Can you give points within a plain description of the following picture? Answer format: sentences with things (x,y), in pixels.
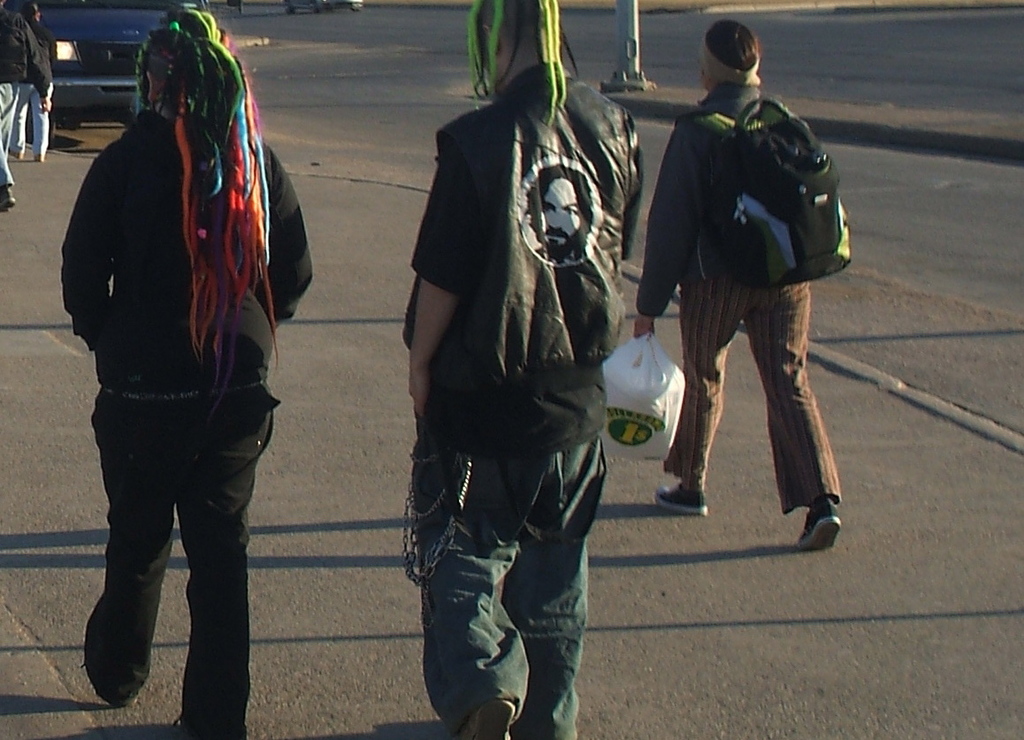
In this image there are people (711,448) walking on the road (356,159). In front of them there is a vehicle (96,37). In the center of the image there is a pole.
